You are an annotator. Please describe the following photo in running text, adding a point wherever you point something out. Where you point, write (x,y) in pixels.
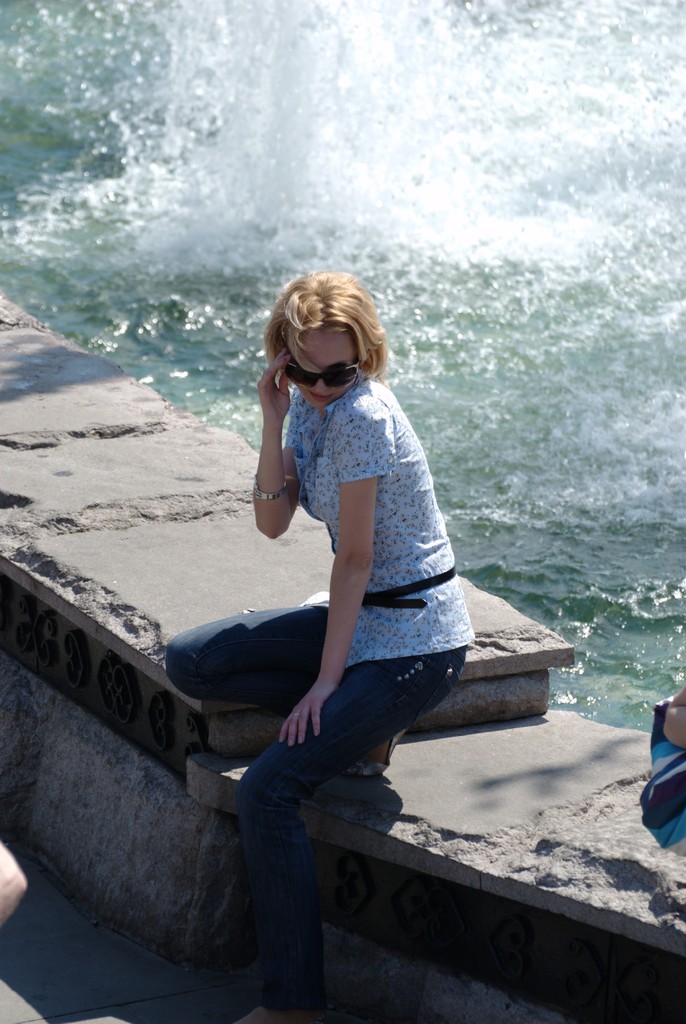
In the center of the image (403,524) a lady (372,554) is sitting on a wall (294,566) and wearing goggles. At the top of the image (265,156) we can see the water (258,154). At the bottom of the image (146,977) we can see the ground (171,978).
